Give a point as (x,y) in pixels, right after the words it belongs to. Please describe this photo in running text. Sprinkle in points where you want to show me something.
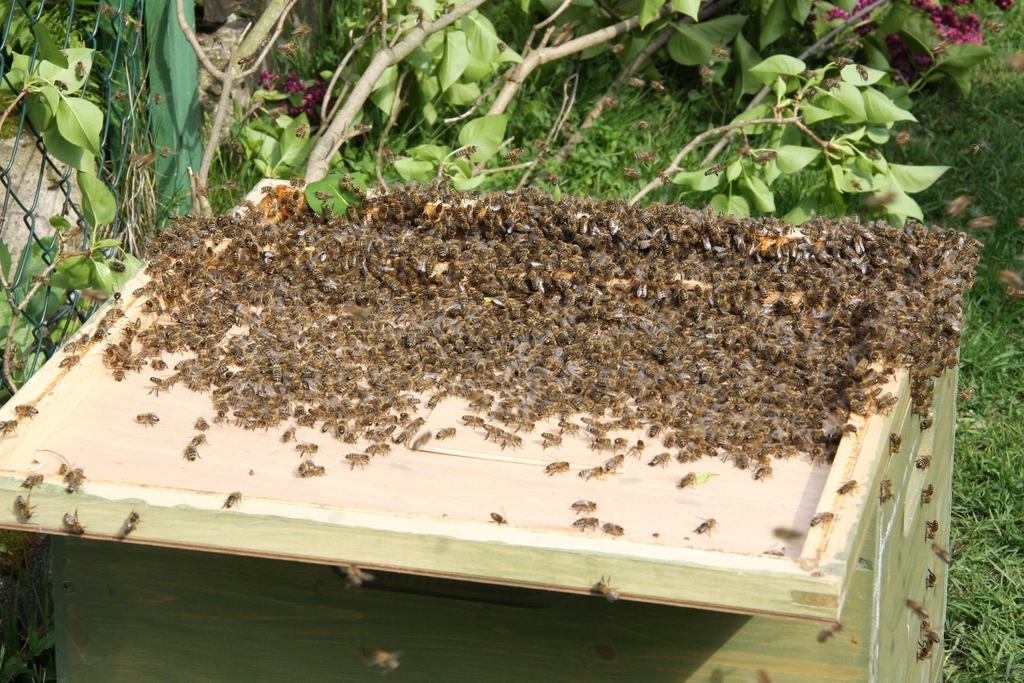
In the picture I can see many honey bees (569,383) on the wooden table (599,504). In the background (70,206), I can see the fence (34,209), grass (216,187) and trees (782,89).
